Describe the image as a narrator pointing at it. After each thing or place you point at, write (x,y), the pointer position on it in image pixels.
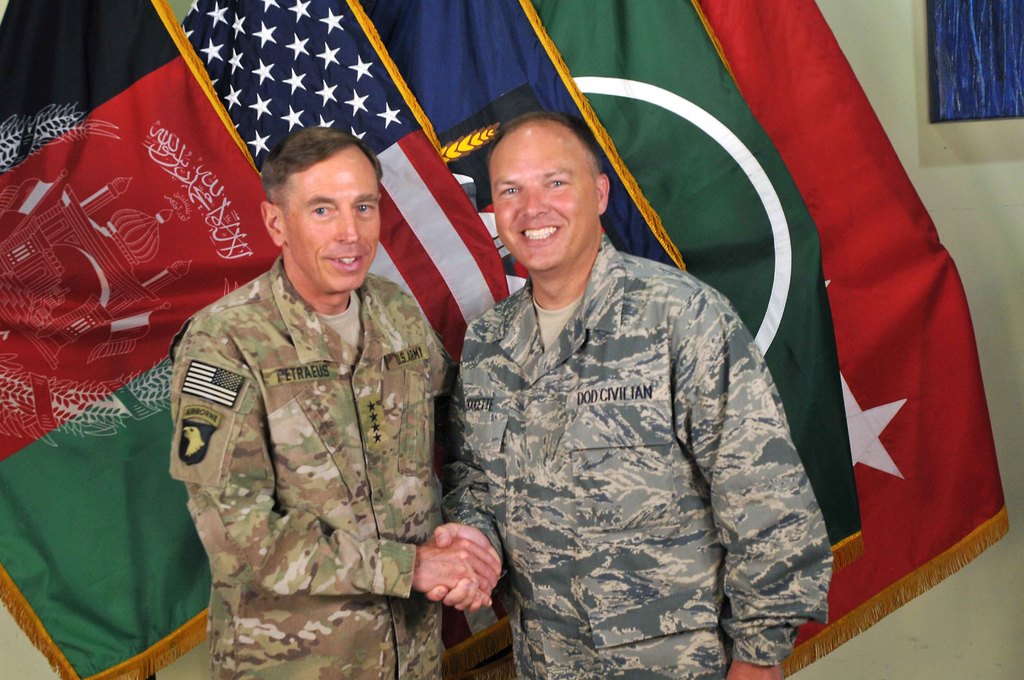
In this image, there are two people (330,381) standing. We can also see some flags (471,214). We can see the wall (960,143) with a blue colored object (966,105).
